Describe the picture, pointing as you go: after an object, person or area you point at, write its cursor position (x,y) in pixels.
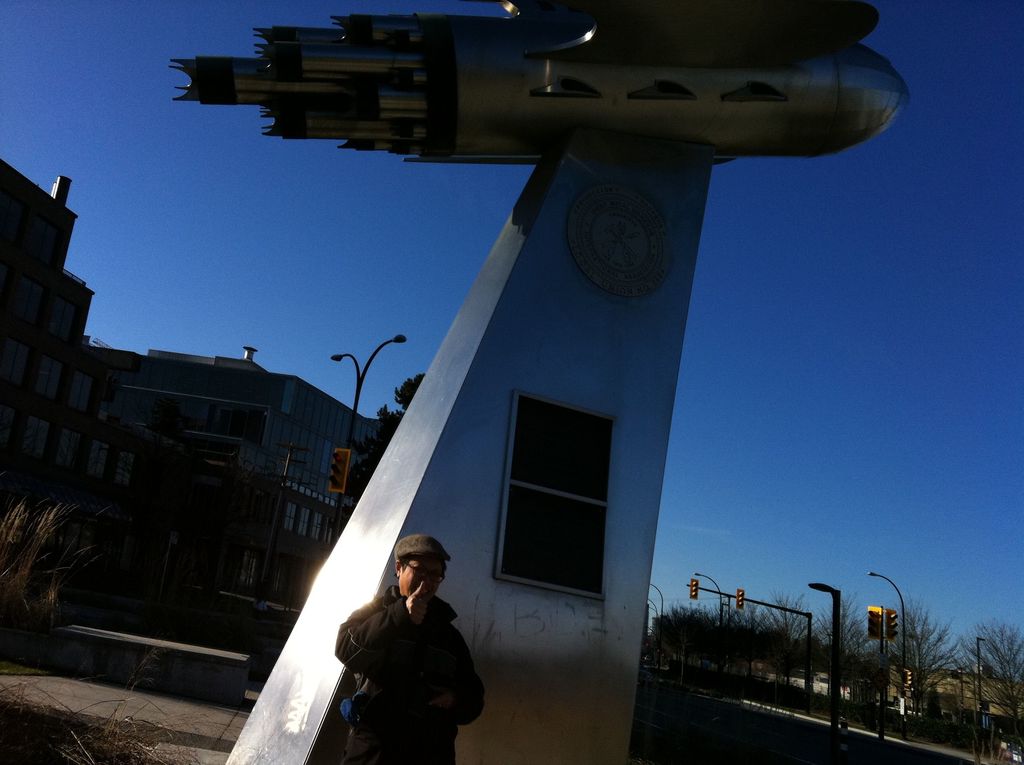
There is a person (399,628) standing and a model of an aircraft (620,122) in the foreground area of the image (528,591), there are poles (733,594), trees (736,635), buildings (247,539) and the sky (800,591) in the background (351,388).
